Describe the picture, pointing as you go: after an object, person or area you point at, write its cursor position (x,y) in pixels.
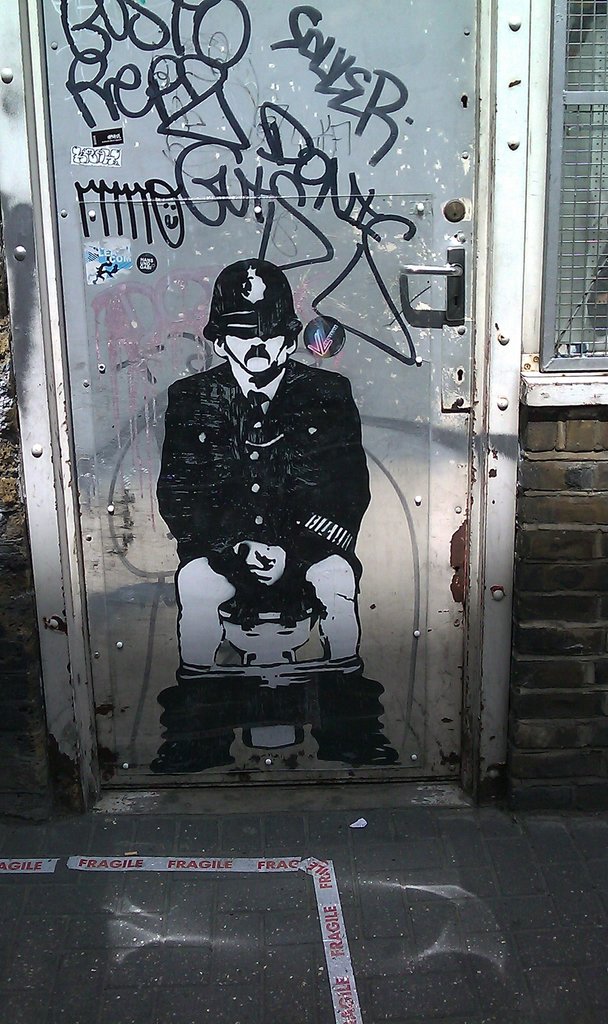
In the image we can see the wall (61,107) and on the wall (399,556) we can see the picture (332,590) of the person (301,563) wearing clothes (272,521) and helmet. Here we can see floor (386,886), mesh (586,262) and brick wall (522,701).
